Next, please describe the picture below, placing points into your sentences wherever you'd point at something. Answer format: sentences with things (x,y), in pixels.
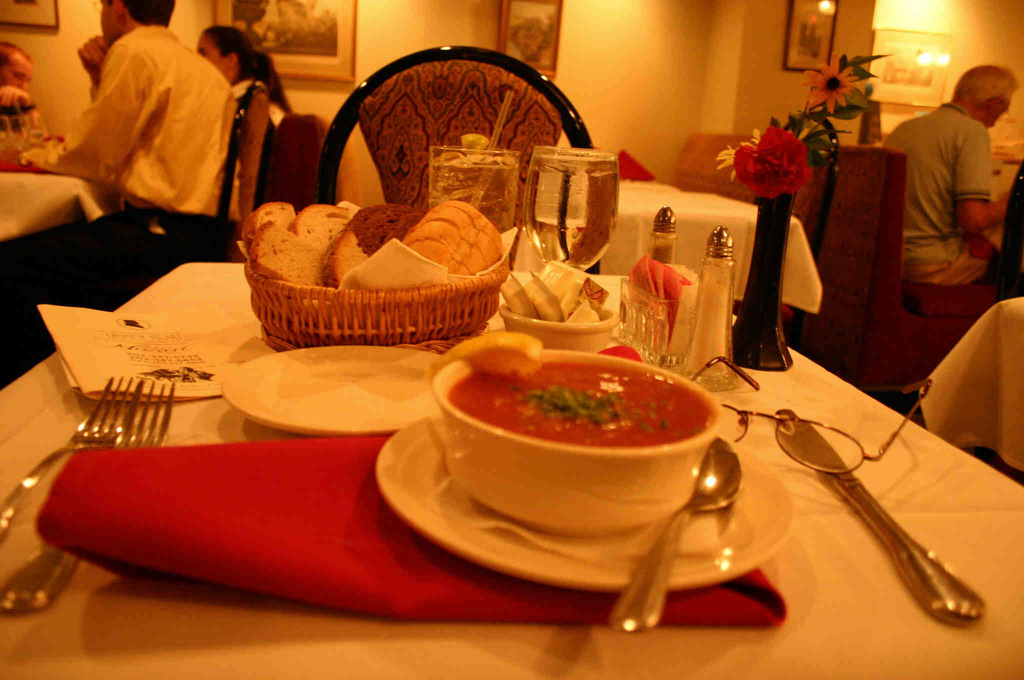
There is a table (343,670) at the middle of an image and the bowls (608,516), spoons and there is a bread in the basket (394,295) and tissues (382,283) if you look at the left side of an image (178,249) three persons (170,260) are sitting and having dinner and if you look at the right side of an image (899,122) an old man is having the dinner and here you can see the light (917,34).
